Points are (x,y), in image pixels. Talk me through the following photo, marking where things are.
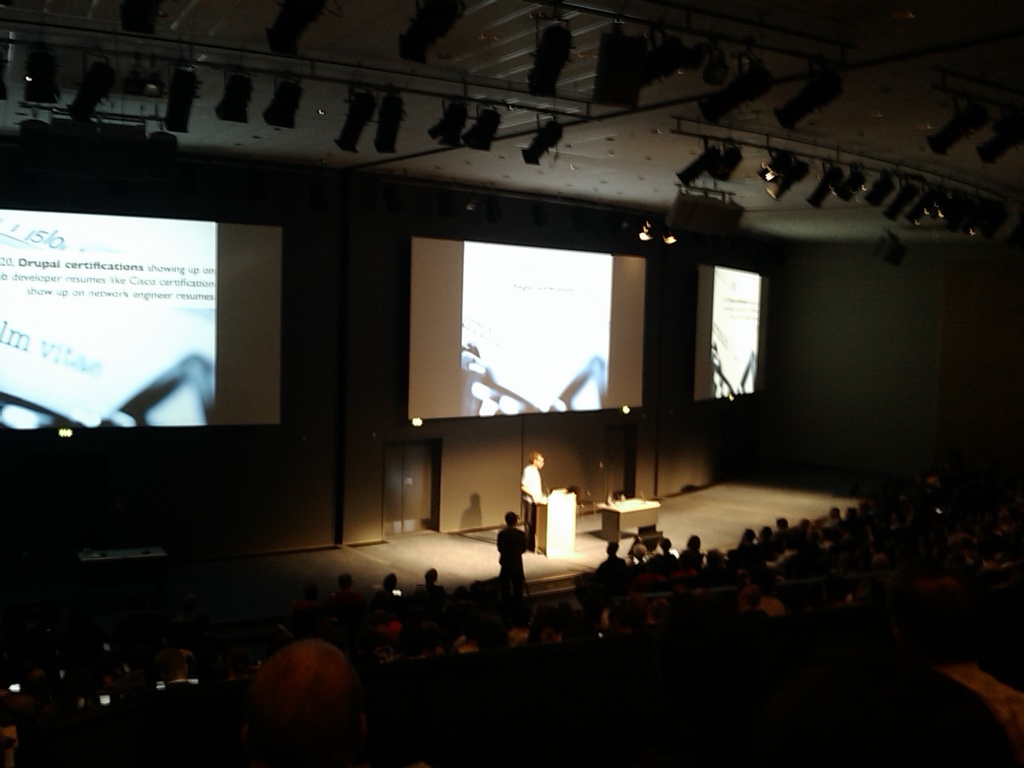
In the picture it looks like some conference, there is a person (533,480) standing on the stage (415,559) and behind him there are three screens (535,338), in front of the stage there is a huge crowd (618,570) and there are many lights (769,155) attached to the roof (596,134) of the hall (490,98), there are some images (124,361) being displayed on the screens (497,409).
